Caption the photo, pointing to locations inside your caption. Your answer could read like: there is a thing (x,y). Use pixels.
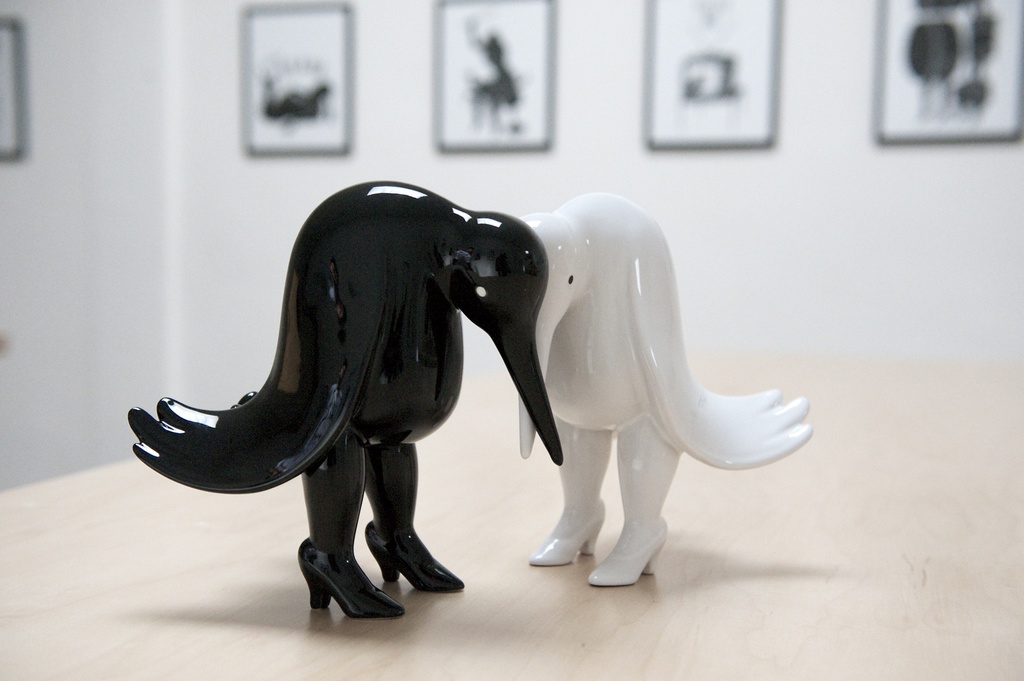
In this image, we can see a table (786,537), on that table (776,534), we can see a toy (770,422). In the background (311,127), we can see some photo frames (878,117) which are attached to a wall (681,202).
